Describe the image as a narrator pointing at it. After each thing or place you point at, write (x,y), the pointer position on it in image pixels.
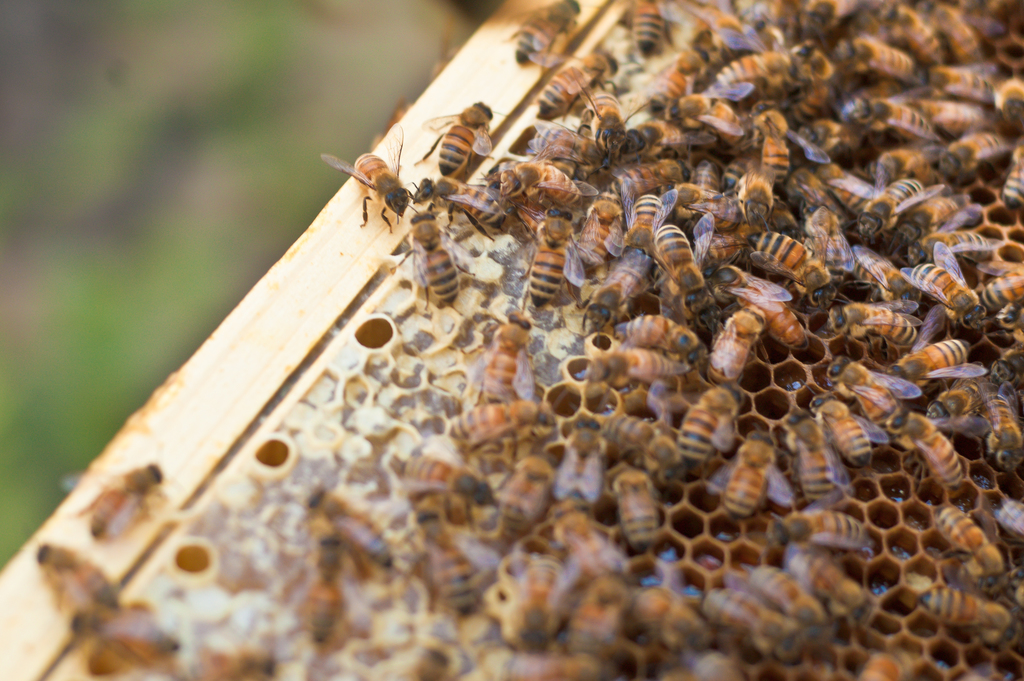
In this image we can see so many bees (424,227) and a bee house (363,447).
